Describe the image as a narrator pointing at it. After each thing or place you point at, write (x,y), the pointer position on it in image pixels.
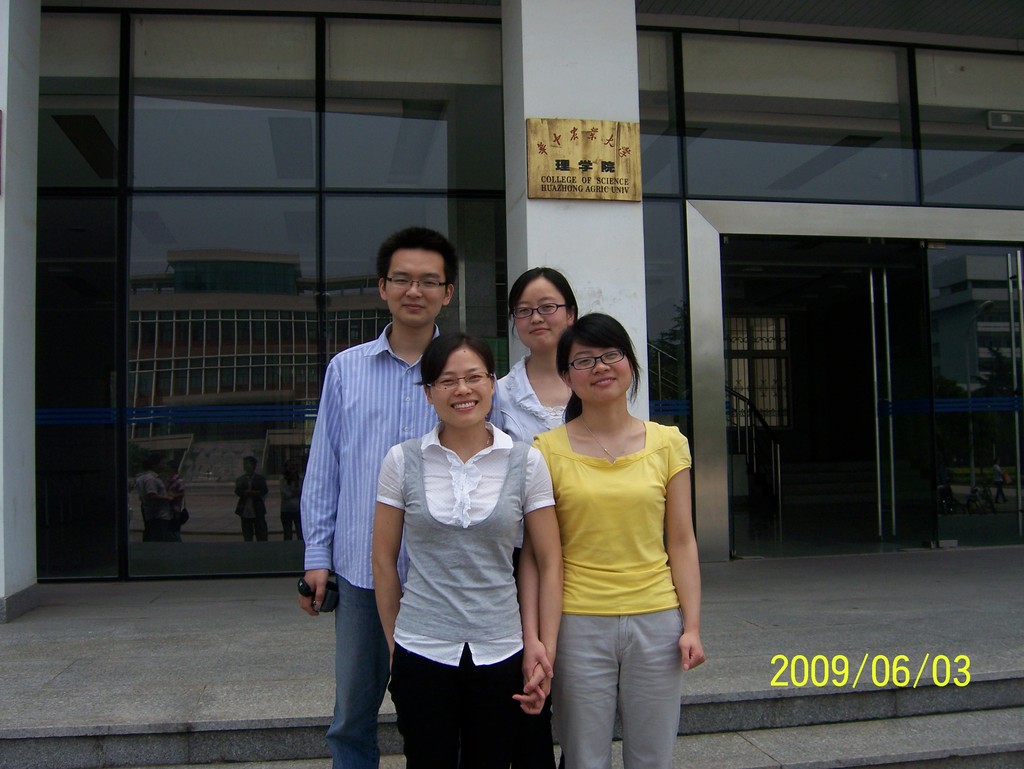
In this image, we can see four people (496,418) are standing and smiling. They are wearing glasses (395,281). Here we can see a person (351,578) is holding some object (323,597). Background (584,273) we can see wall (576,254), board (623,162), glasses (1006,83). At the bottom (807,768), we can see stairs (765,743). Right side of the image (802,676), there is a watermark (862,668). It represents date (844,667). On the glass (270,526) we can see some reflections (240,353). Here we can see building (246,400), board (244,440), few people (293,490).
